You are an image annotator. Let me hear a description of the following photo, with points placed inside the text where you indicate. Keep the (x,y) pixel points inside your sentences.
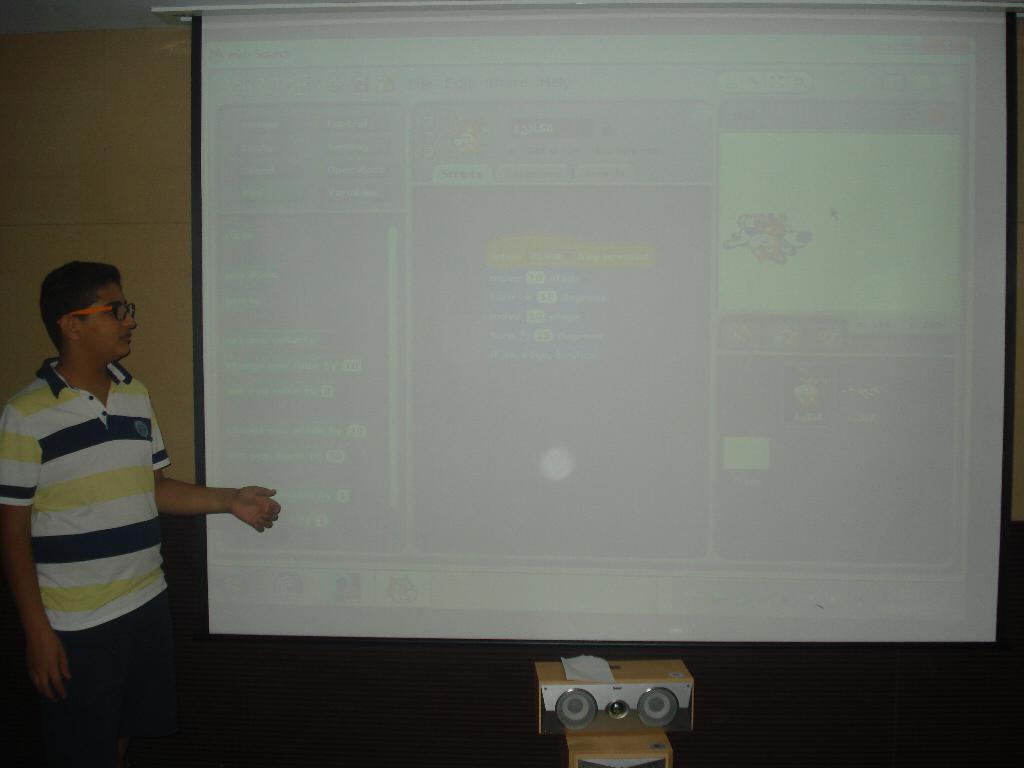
In this image in the center (440,475) there is a screen (406,319) and on the left side (66,401) there is one person (94,398) who is standing, and he is explaining something. And at the bottom (592,728) there are some boxes (614,673), and in the background (128,212) there is a wall (77,163).
